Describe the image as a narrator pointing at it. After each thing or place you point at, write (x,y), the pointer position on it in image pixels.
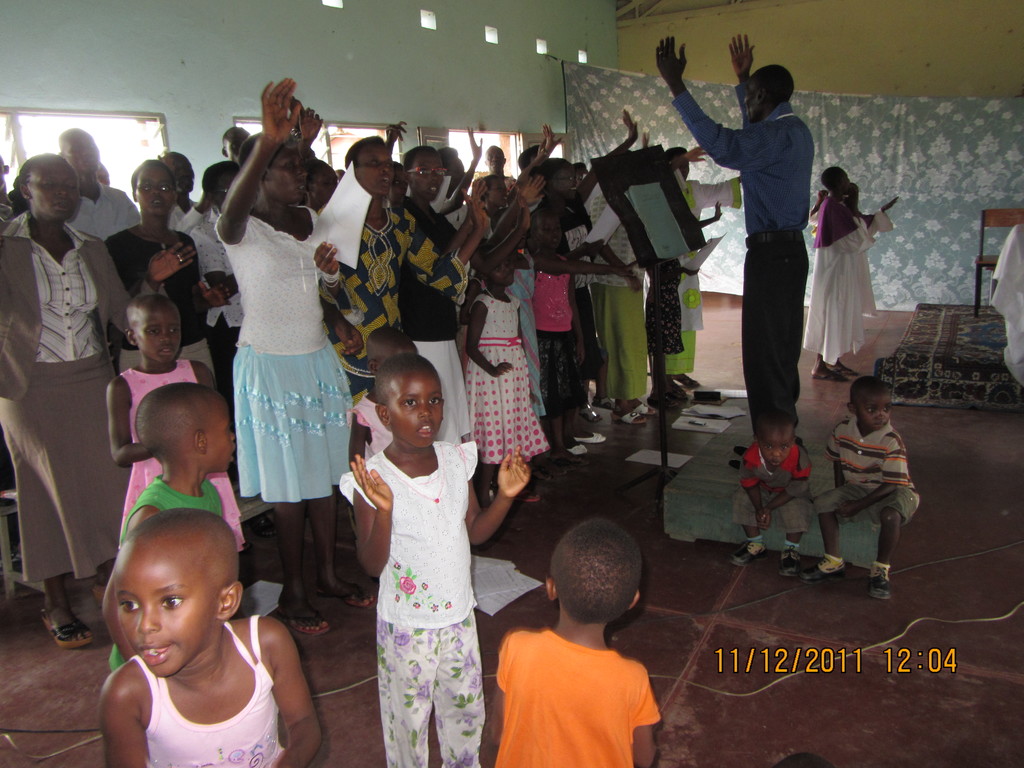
In this picture, we can see a group of people (445,277) standing on the floor (612,443) and two kids (773,485) are sitting and behind the people (362,307) there is a wall (236,69) and cloth (595,87) and on the image there is a watermark (816,661).
